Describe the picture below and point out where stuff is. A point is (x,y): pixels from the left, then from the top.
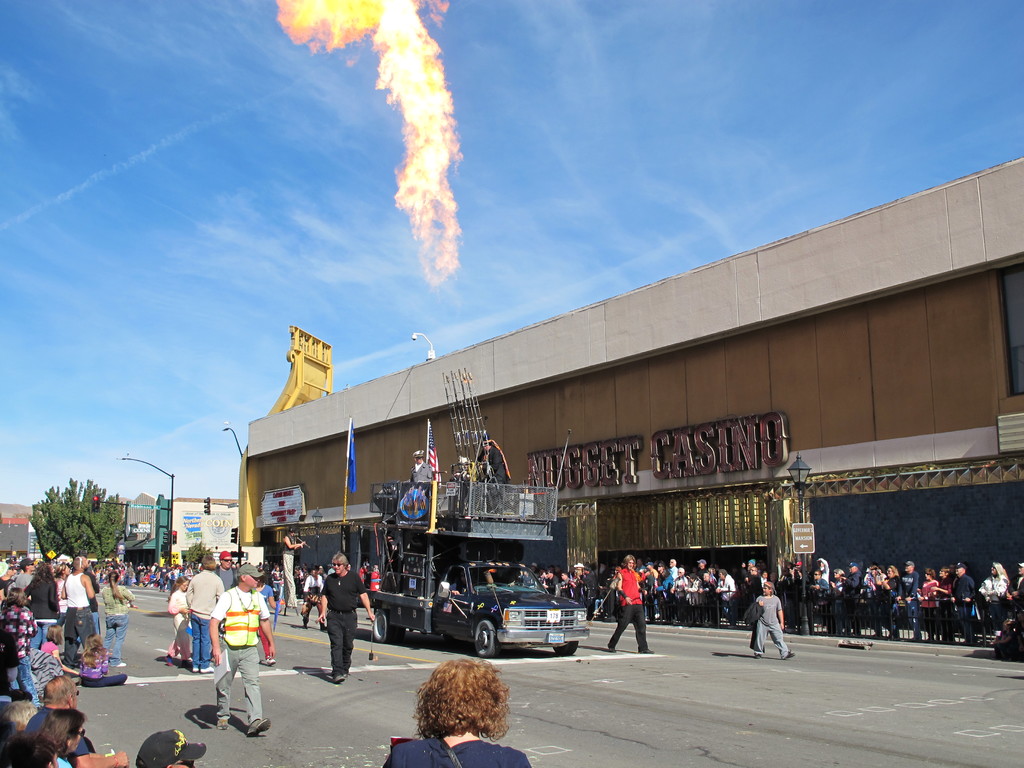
In the image in the center (382,511), we can see one vehicle (436,603). And we can see a group of people (196,600) are standing. In the background (534,270), we can see the sky (400,239), clouds (382,214), buildings (421,406), poles (346,495), sign boards (270,511), flags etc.
